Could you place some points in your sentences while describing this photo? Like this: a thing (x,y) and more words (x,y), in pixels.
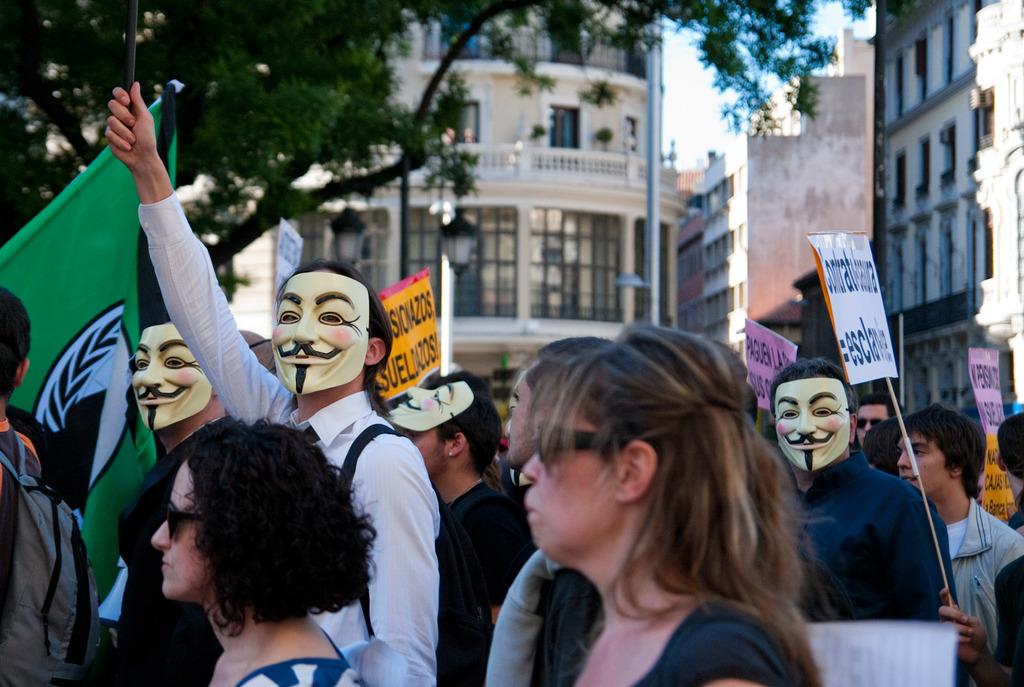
There are some group of people (266,519) who are doing a rally on particular issue with their faces (339,368) covered with masks (315,326). There are some women (274,506) in this group (243,542) too. Some are wearing spectacles (176,526) and here we can see a guy (277,421) who is raising his hand (136,146) with a stick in his hand (140,166). In the background (404,197) we can observe a street light (464,250) here and a building (532,217) which was blurred. There are some trees (376,100) and in the background (692,95) we can observe a sky (688,92) too. One of the guy (307,337) in the group (242,556) is carrying a flag (85,315) in his hand (153,134).
